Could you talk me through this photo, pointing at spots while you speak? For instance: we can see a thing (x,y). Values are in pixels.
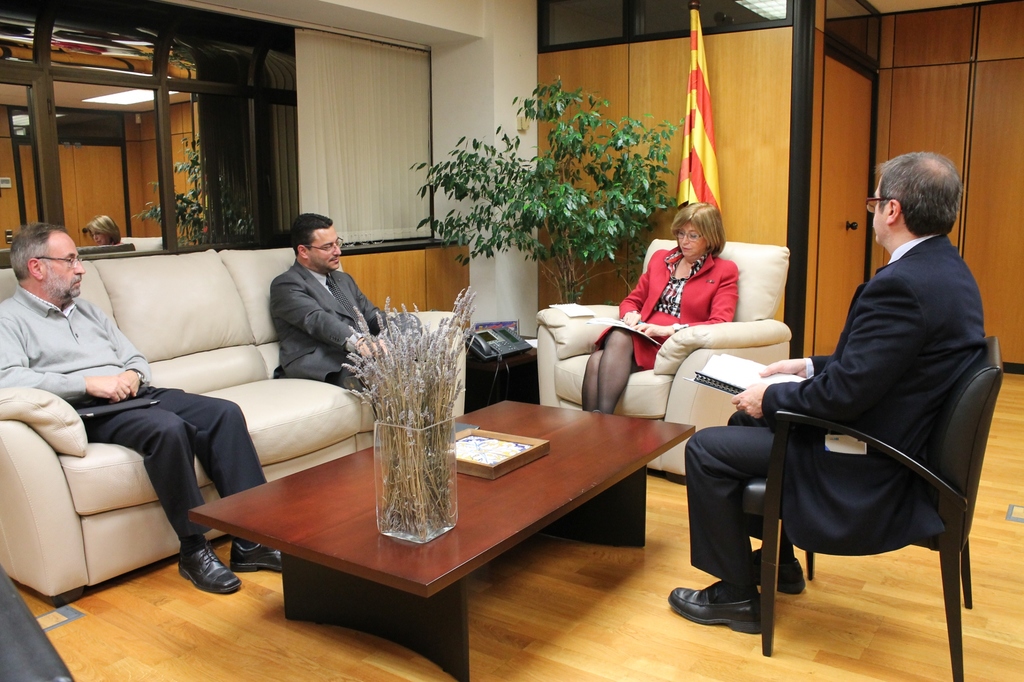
In the middle (666,294) there is a woman (651,310) she wear red dress (699,291), her hair (703,221) is short. On the right (868,415) there is a man (877,356) he wear suit (877,359), trouser (731,502) and shoes (692,605), he is sitting on the chair (942,560). In the middle (568,427) there is a table (477,496) on that table (466,507) there is a flower vase (412,444). On the left (159,354) there is a sofa (194,383) on that sofa (253,426) there are two man (304,297). In the background (378,88) there is a plant (537,175), flag (703,112), window (423,117), curtain (383,114) and door (848,178).
